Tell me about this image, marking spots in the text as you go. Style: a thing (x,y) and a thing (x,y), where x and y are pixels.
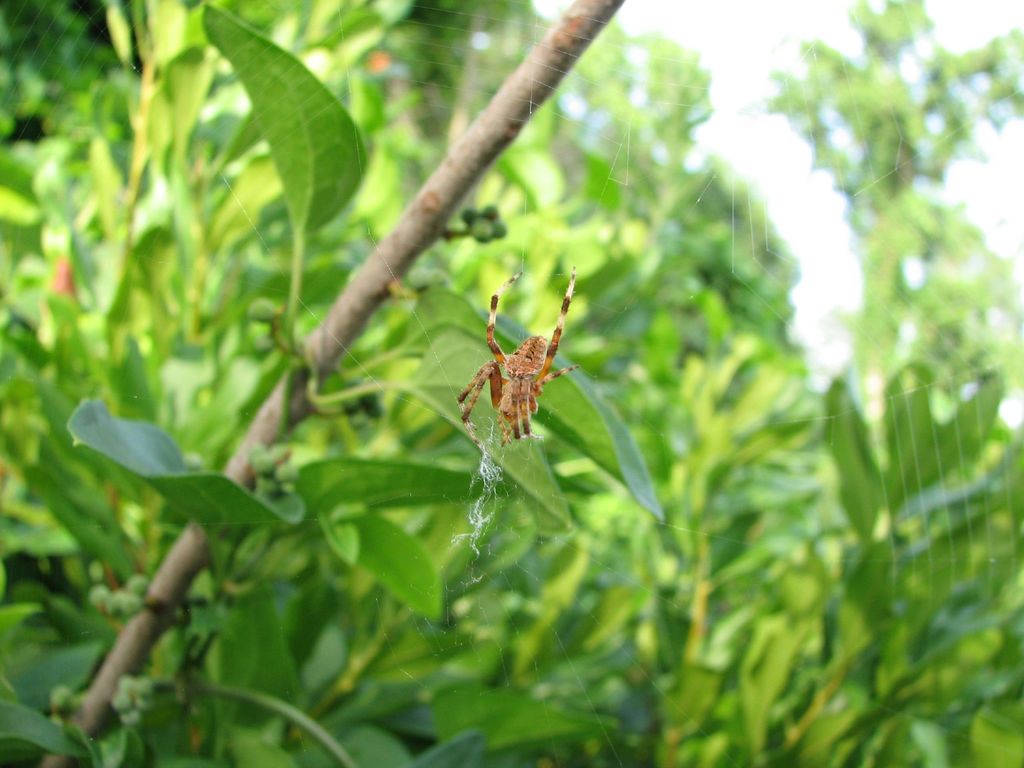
In this image there is a spider (495,364) on the web (553,325). Background (545,541) there are plants (507,545) having leaves (646,384). Right top there is sky (790,141).
